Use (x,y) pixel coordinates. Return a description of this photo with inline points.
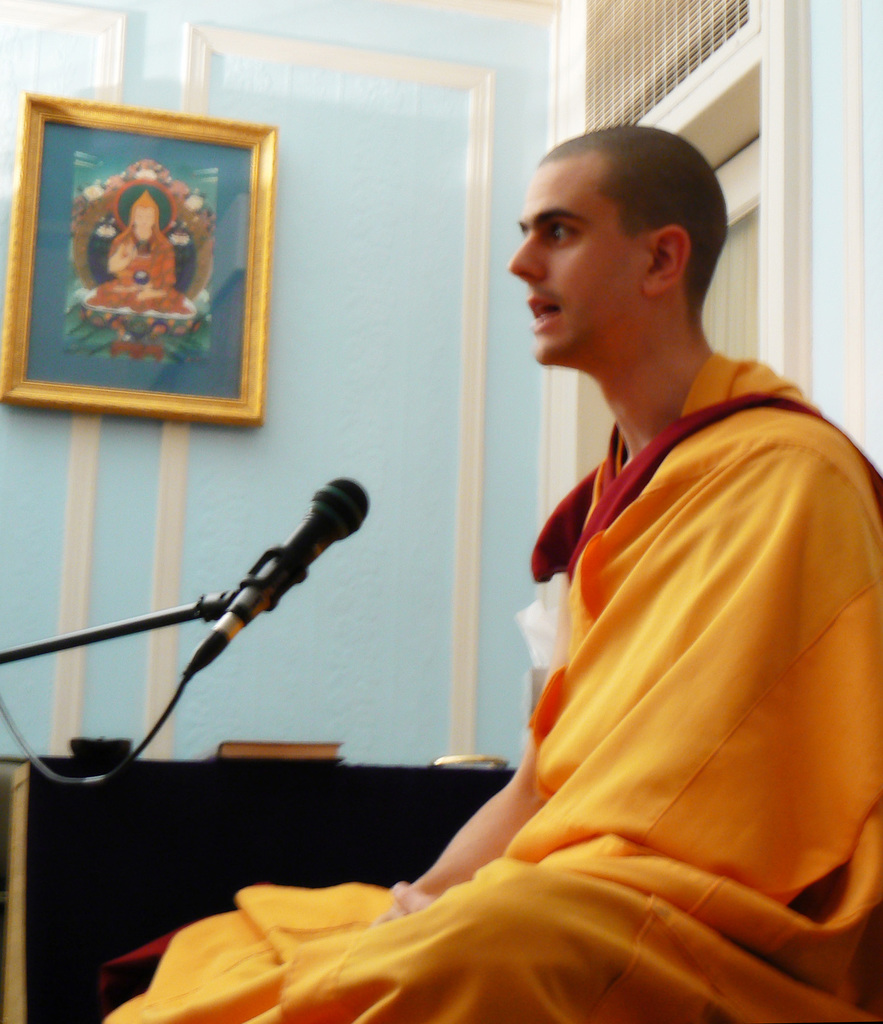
In this picture we can see a person (652,761), in front of him we can see a mic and in the background (439,749) we can see a book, wall (426,752), photo frame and some objects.
